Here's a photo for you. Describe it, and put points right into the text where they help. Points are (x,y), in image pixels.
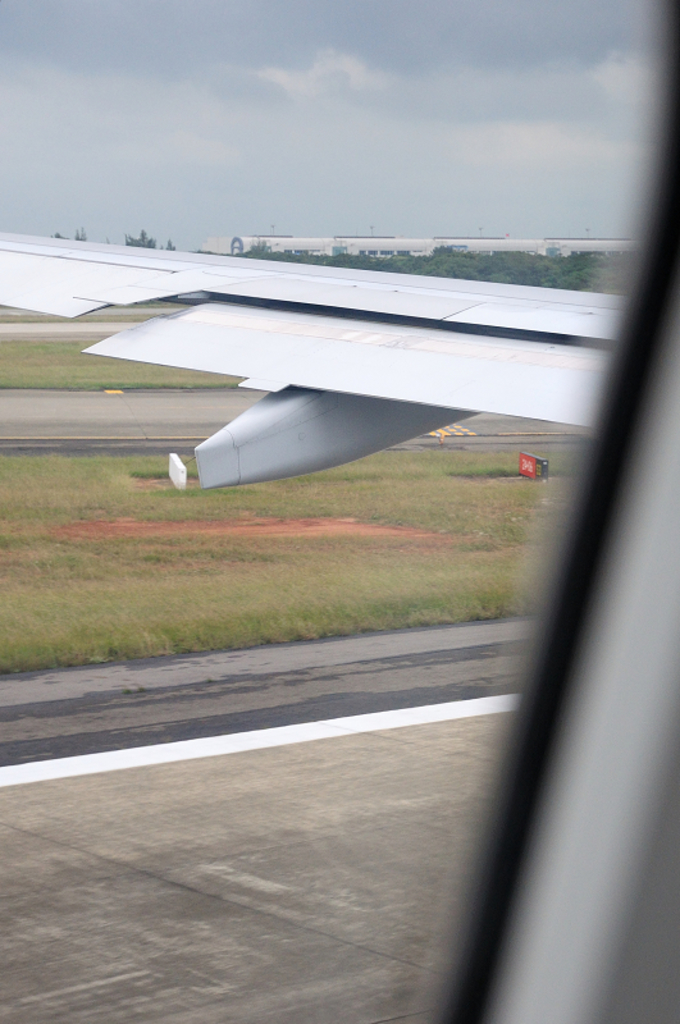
In the image we can see there is a side wing (47,301) of an aeroplane (330,323) and the ground (325,548) is covered with grass (328,571). Behind there are trees (449,251) and buildings (539,245). There is a cloudy sky (325,94).
